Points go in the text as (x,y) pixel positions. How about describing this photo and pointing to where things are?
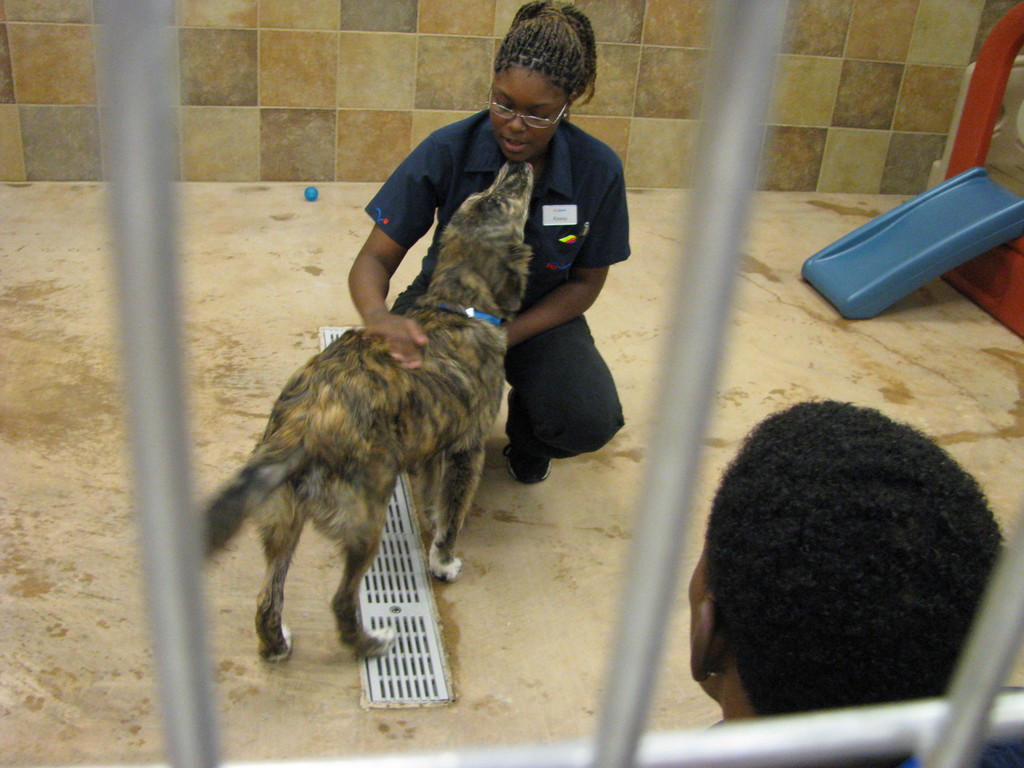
As we can see in the image there are tiles (281,133), dog (373,432) and two people (761,526) sitting over here.
